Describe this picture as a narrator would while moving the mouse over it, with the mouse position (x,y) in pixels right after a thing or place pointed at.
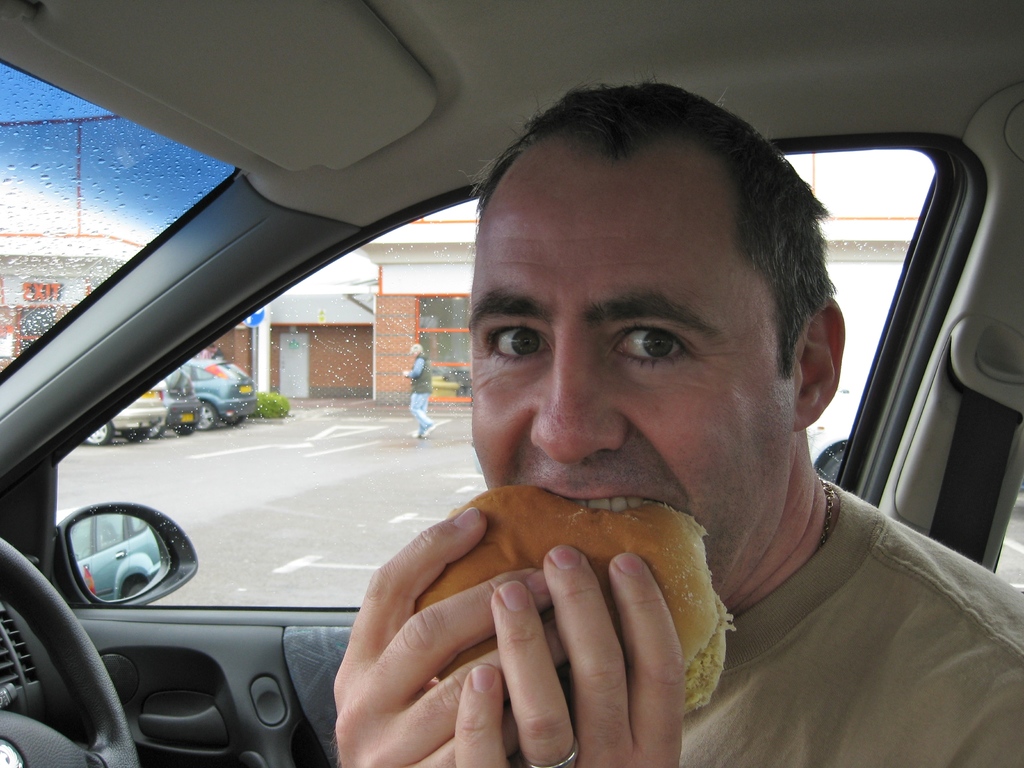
In this image there is a car (467,179), inside the car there is a man (808,619) he wear t shirt (797,598) he is eating burger (685,593). In the background (436,276) there is a building (427,285), cars (202,388), plant (264,403), pole (267,351), window (453,339), road (444,451) and a person (424,394).
